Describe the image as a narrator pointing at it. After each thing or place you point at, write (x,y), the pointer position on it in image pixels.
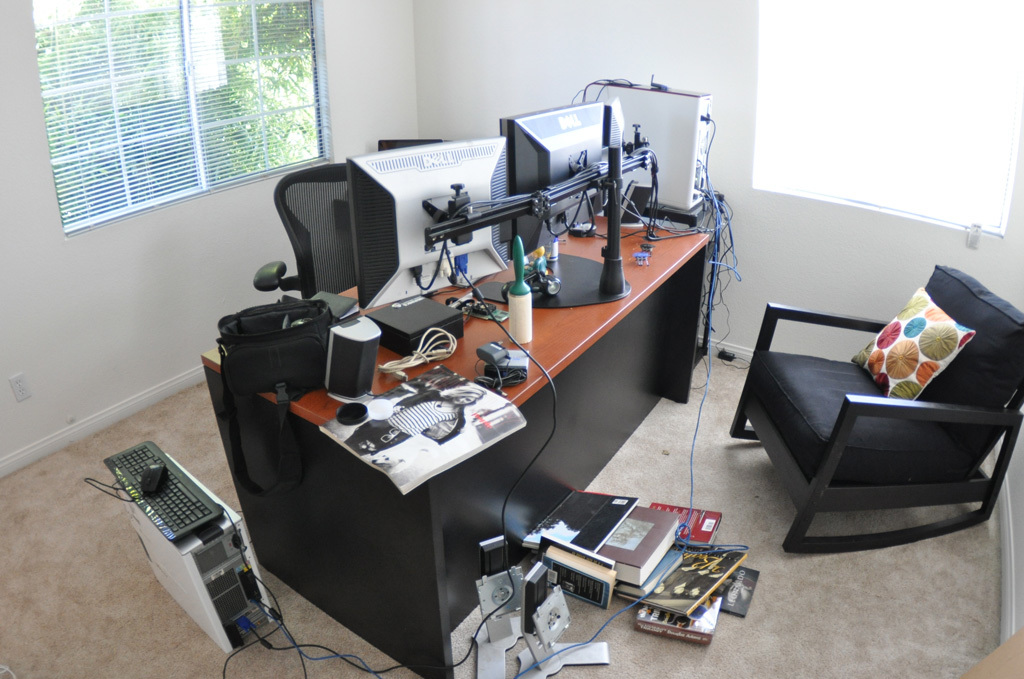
In this picture I can see monitors (602,157), cables (714,121), bag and some other objects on the tables (408,604). I can see a keyboard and a mouse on the PC desktop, books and some other objects (525,659) on the floor (55,624). There is a pillow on the chair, and in the background (827,335) there are walls (981,276) and windows (883,46). Through the window (303,118) I can see trees (186,157).
